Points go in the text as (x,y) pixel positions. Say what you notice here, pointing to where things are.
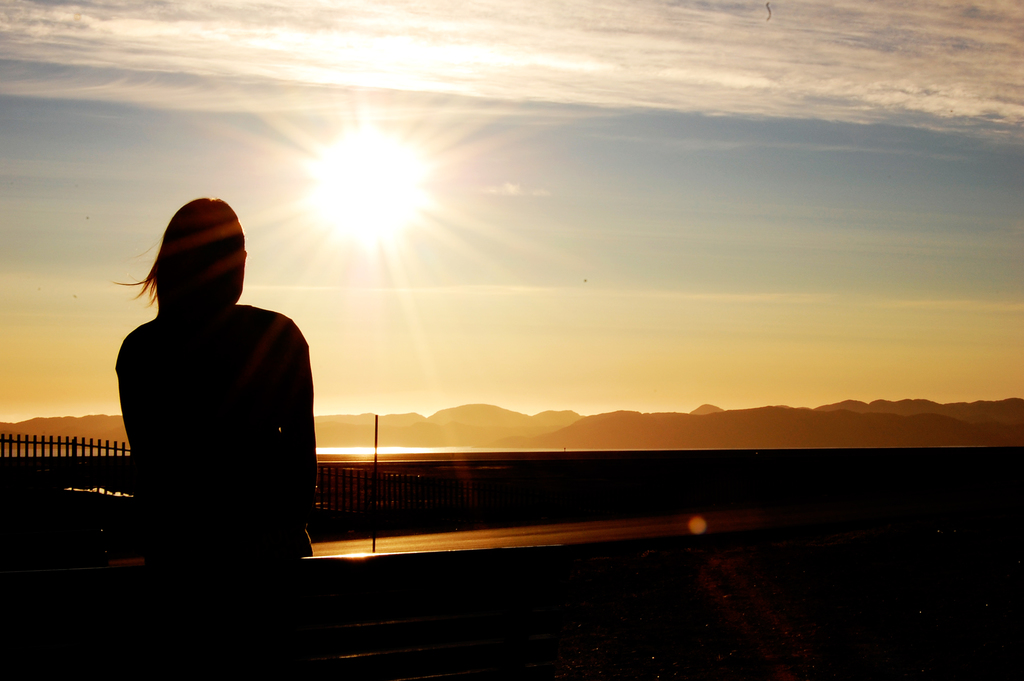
On the left side of the image (216,513) there is a lady (217,524). In the background (60,452) we can see a fence (60,452). In the center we can see the sun (369,220). In the background (473,431) there are hills (479,408) and sky (689,377).
